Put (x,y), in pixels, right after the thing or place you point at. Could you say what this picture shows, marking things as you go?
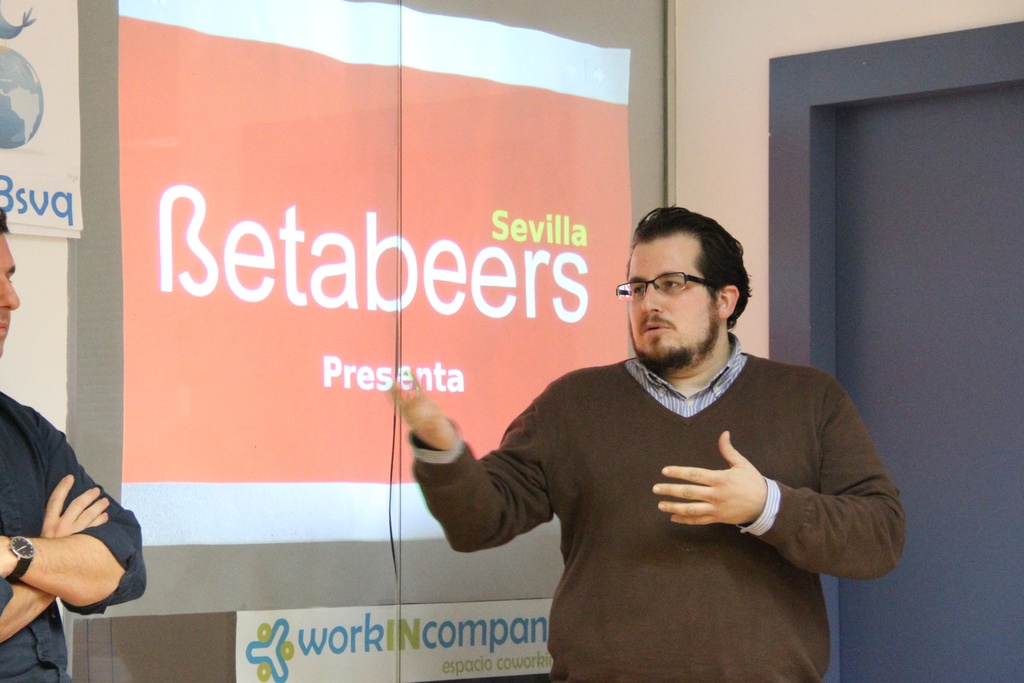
In this image we can see a man (687,344) wearing the glasses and standing. On the left (60,565) there is also another man (58,506). In the background (170,5) we can see the display screen (445,331) with the text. We can also see the pages (31,166) with the text (35,210). On the right (877,248) we can see the door (921,294) and also the wall (758,165).
